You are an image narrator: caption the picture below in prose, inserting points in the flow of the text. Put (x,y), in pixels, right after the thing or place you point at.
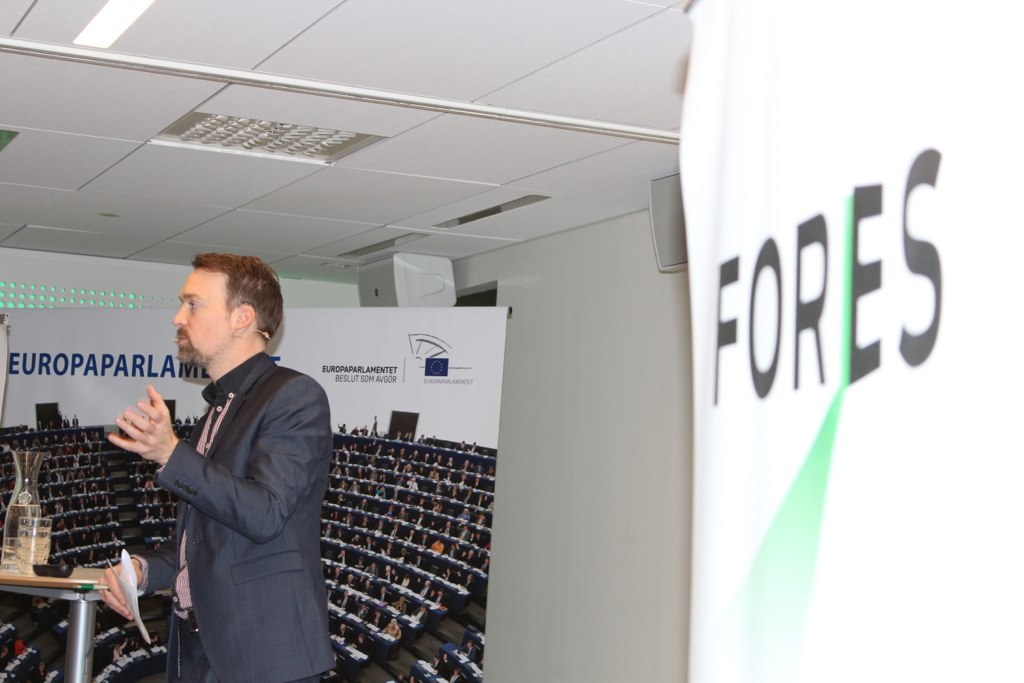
In this picture we can see a man (218,567) is standing and holding a paper (134,596), on the left side (78,592) there is a podium (89,598), there is a hoarding (368,525) in the middle (435,453), we can see picture (454,523) of some people (444,549) sitting in front of desks (362,556) on the hoarding (390,526), we can also see some text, in the background (611,410) there is a wall (576,278) and a speaker (434,270), there is the ceiling (337,189) at the top of the picture (298,130).
